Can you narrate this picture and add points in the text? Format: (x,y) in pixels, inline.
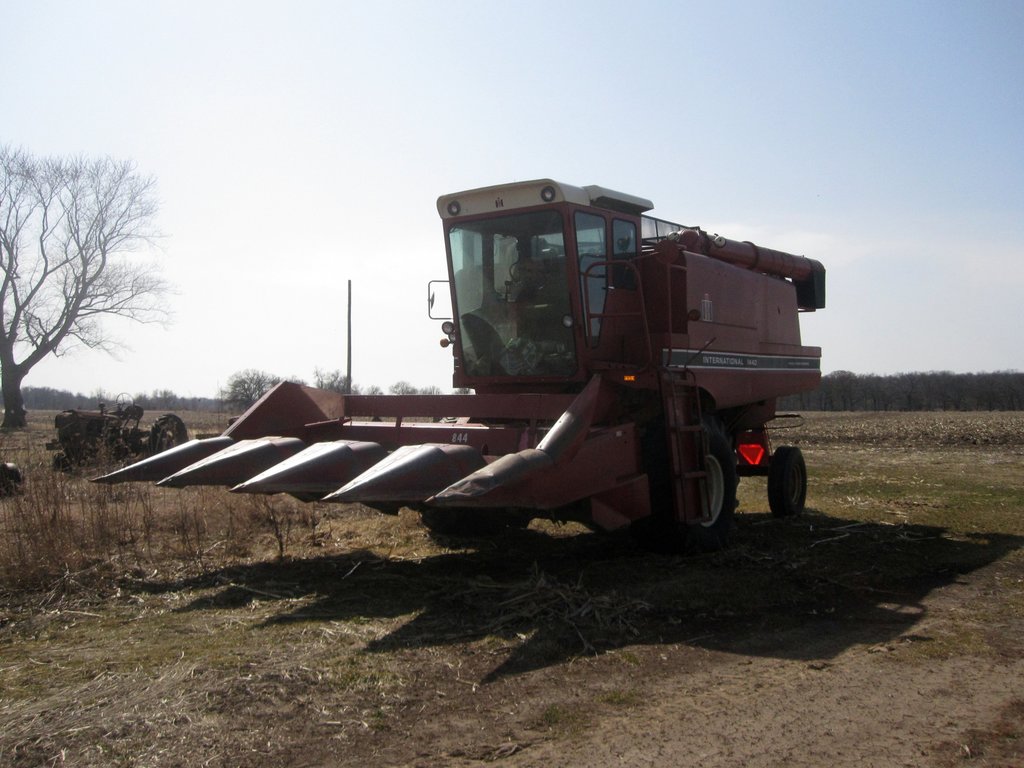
In this image we can see a vehicle (656,443) on the ground (886,542) and there are trees (12,417) and sky (846,296) at the background (895,288).
